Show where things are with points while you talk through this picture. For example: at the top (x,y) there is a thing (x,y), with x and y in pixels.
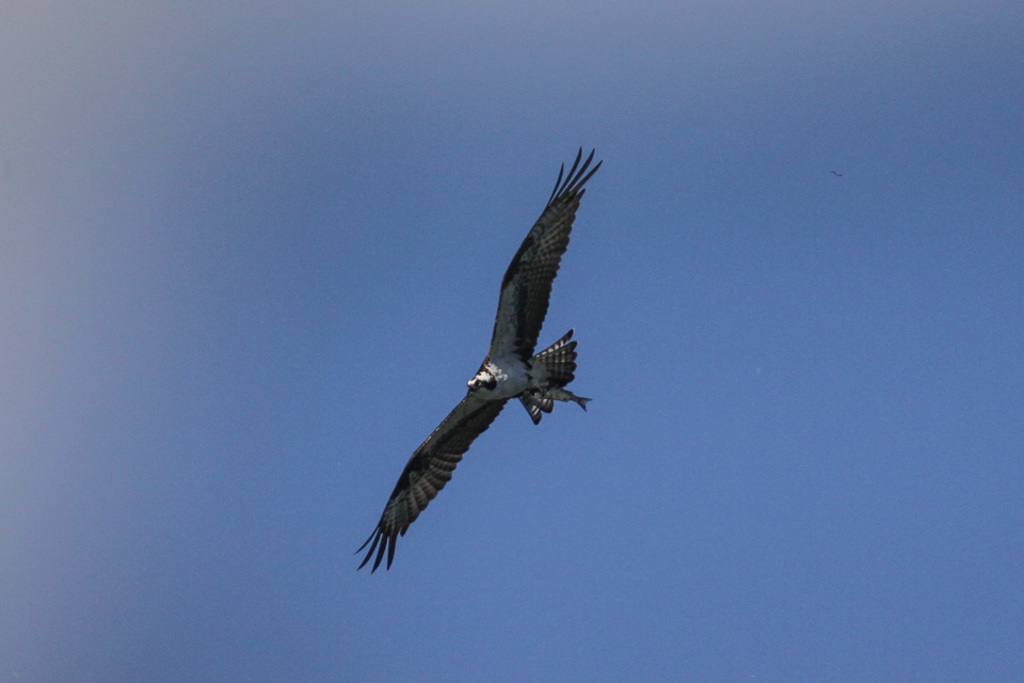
In this image I can see there is an eagle (536,387) flying. And there is a sky (445,354).
